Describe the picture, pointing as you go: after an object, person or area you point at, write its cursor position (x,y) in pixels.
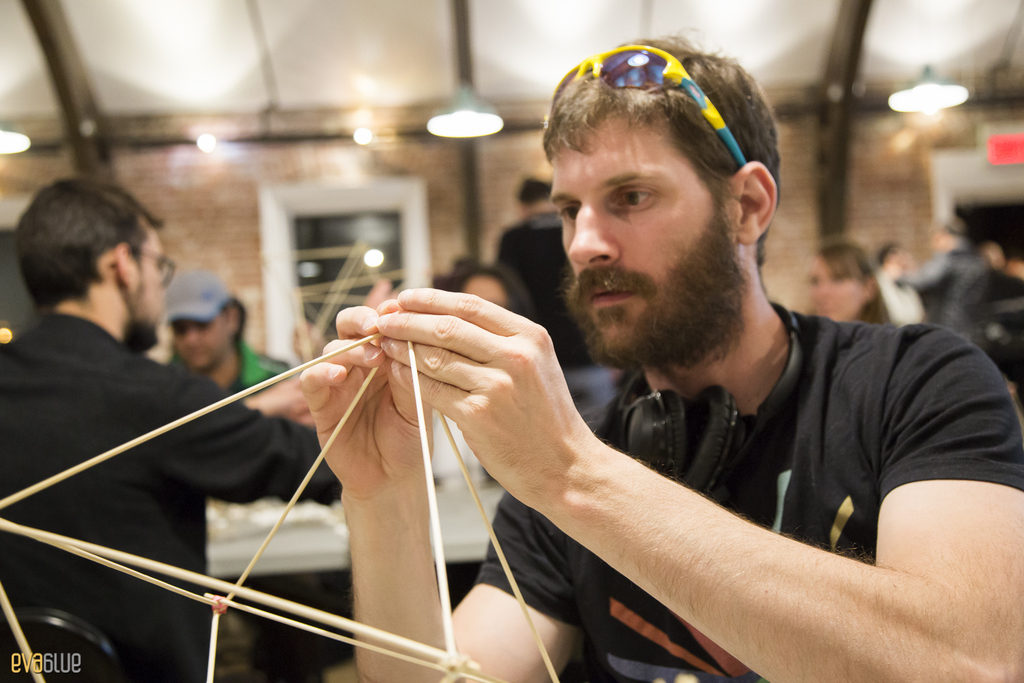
In this image I can see a man (796,408) is holding the structure (337,429) made up of sticks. He wore black color t-shirt (810,432), on the left side (123,344) there is another man (117,407), he wore black color shirt (129,419). At the top (445,130) there are lights (445,130) to the roof (424,96).
